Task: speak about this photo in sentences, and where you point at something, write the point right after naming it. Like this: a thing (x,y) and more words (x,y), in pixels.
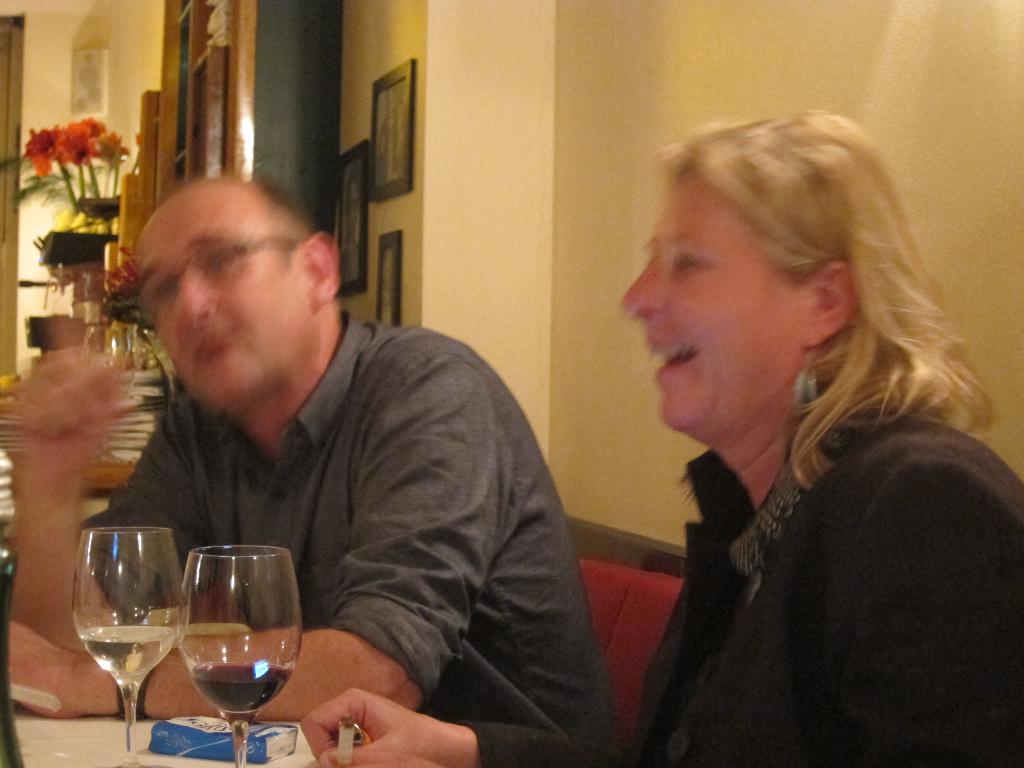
This is a blurred picture of a guy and a women (833,573) who are sitting in the sofa (633,668) in front of a table (97,758) on which there are two cups (191,603) and beside them there are some colorful flowers (80,166) and some frames (381,186) on the wall (452,140).
